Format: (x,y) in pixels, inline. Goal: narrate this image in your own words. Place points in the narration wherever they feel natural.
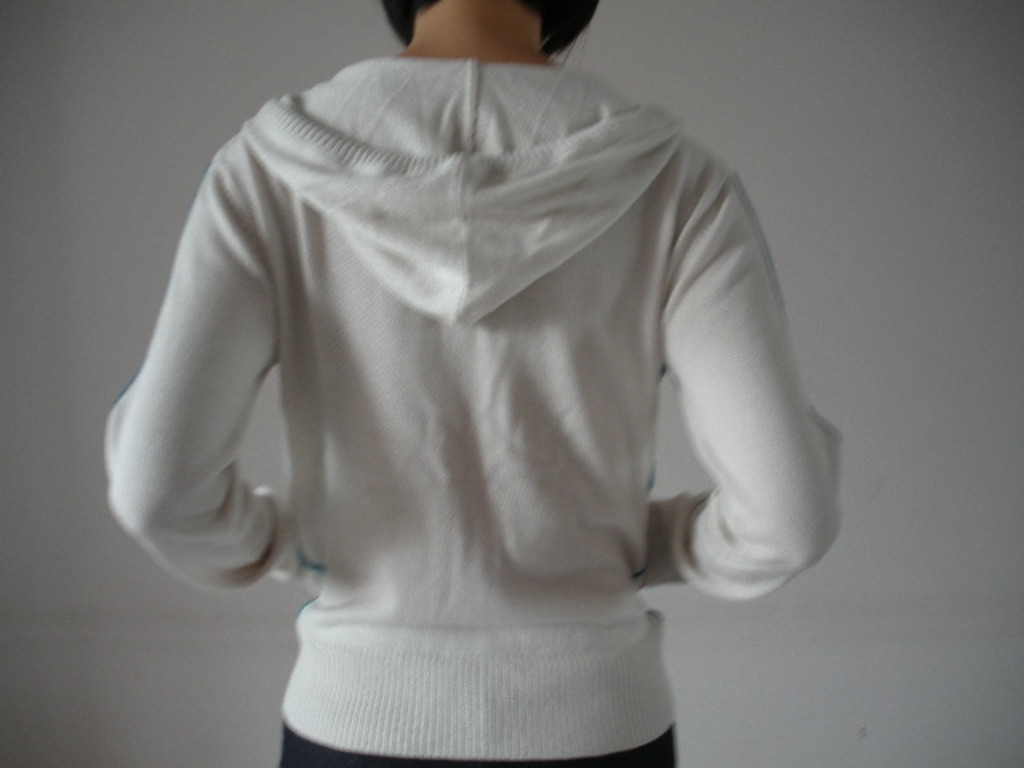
In this image a person (480,463) wearing a white color jacket (445,497), standing facing to the back side (501,527). The background (862,367) is in white color.
